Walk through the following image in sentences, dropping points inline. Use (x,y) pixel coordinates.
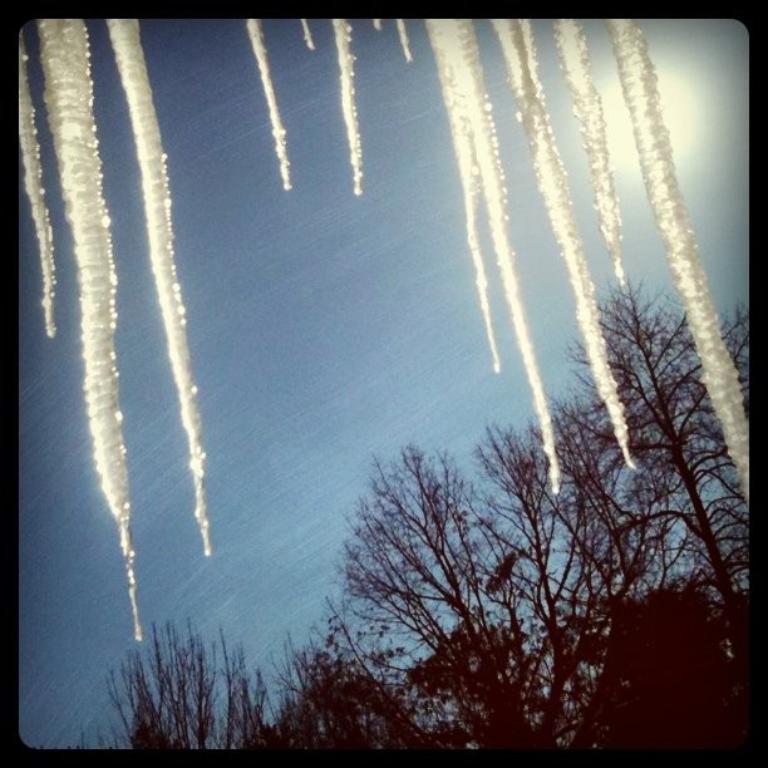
In this image in front there is a glass window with ice (536,122) on it. Through glass window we can see trees (405,517) and sky (307,322).
